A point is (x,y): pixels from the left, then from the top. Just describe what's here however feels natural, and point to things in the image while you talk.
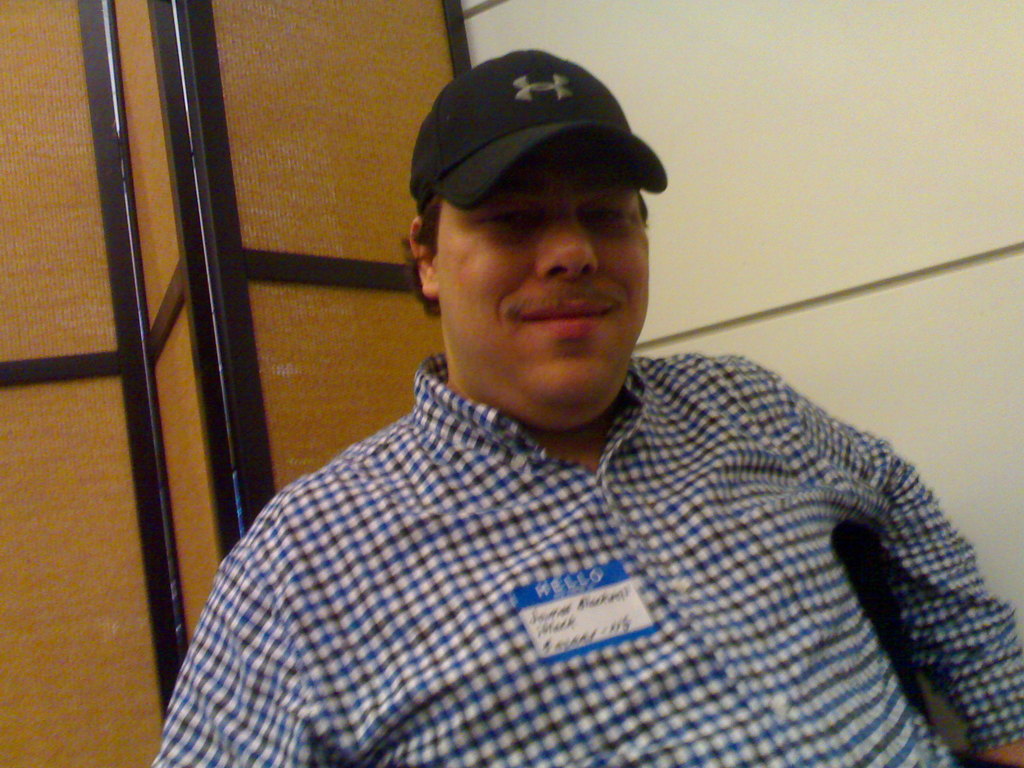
In this picture there is a man (651,602) sitting in the front (661,689), smiling and giving a pose. Behind there is a yellow color wall (690,118) and brown doors (306,78).
